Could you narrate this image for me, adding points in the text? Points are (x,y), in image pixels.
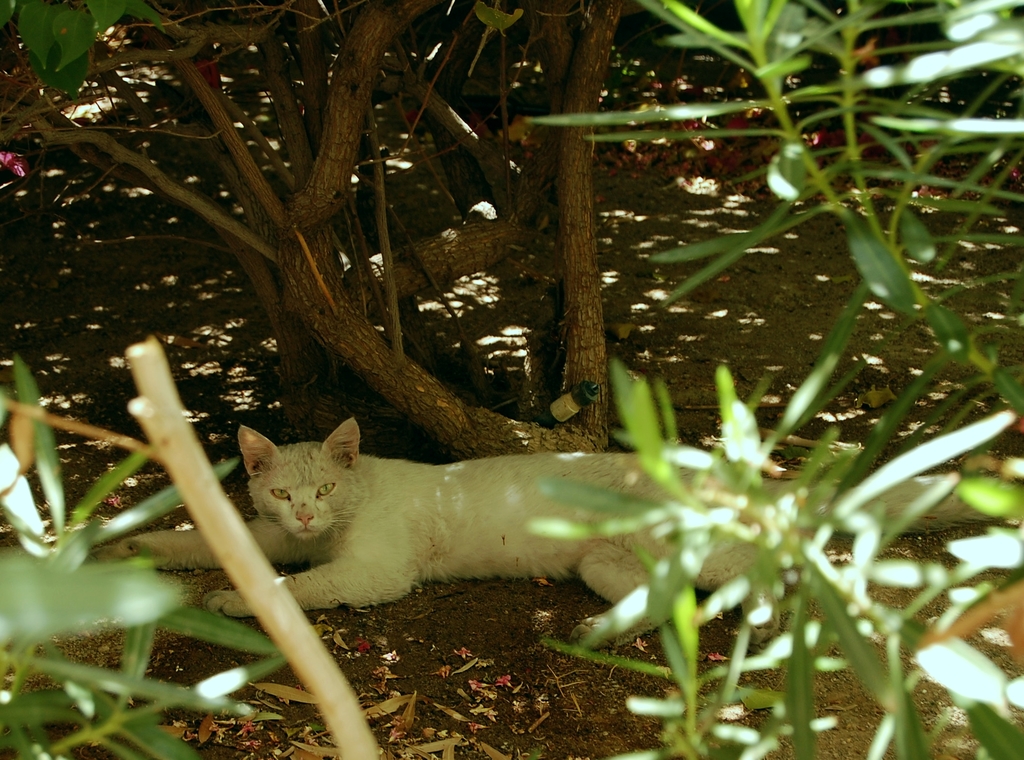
In the center of the image (556,503) we can see a cat (490,540), which is in a white color. On the left (273,580) and right side of the image (937,646), we can see branches (144,572) with leaves (156,597). In the background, we can see trees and a few other objects (723,122).
